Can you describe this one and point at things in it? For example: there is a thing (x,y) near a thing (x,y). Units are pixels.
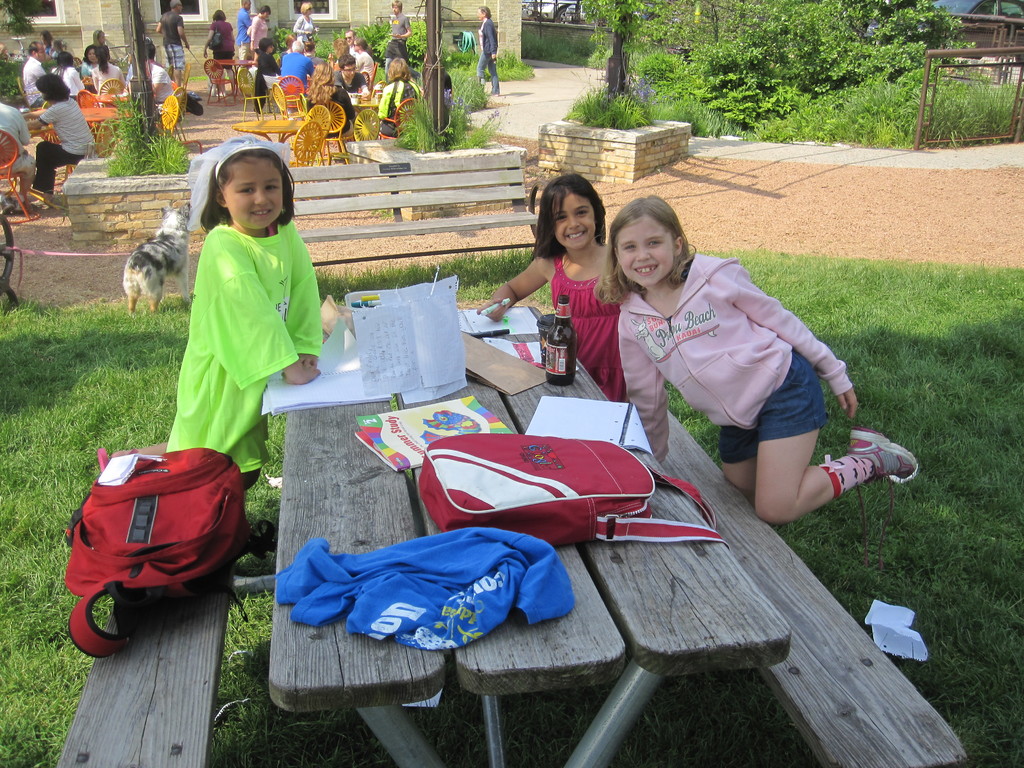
There are three girls (656,347) near bench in a lawn (78,356). There is a bag (148,511) on the bench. And another bag (587,466) on the table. A blue colored cloth (438,578). And in the background (176,272) there is dog (140,275). We can observe some plants (757,82) here on the right side (830,66). There are some people (170,63) sitting and walking in the background (270,47).
